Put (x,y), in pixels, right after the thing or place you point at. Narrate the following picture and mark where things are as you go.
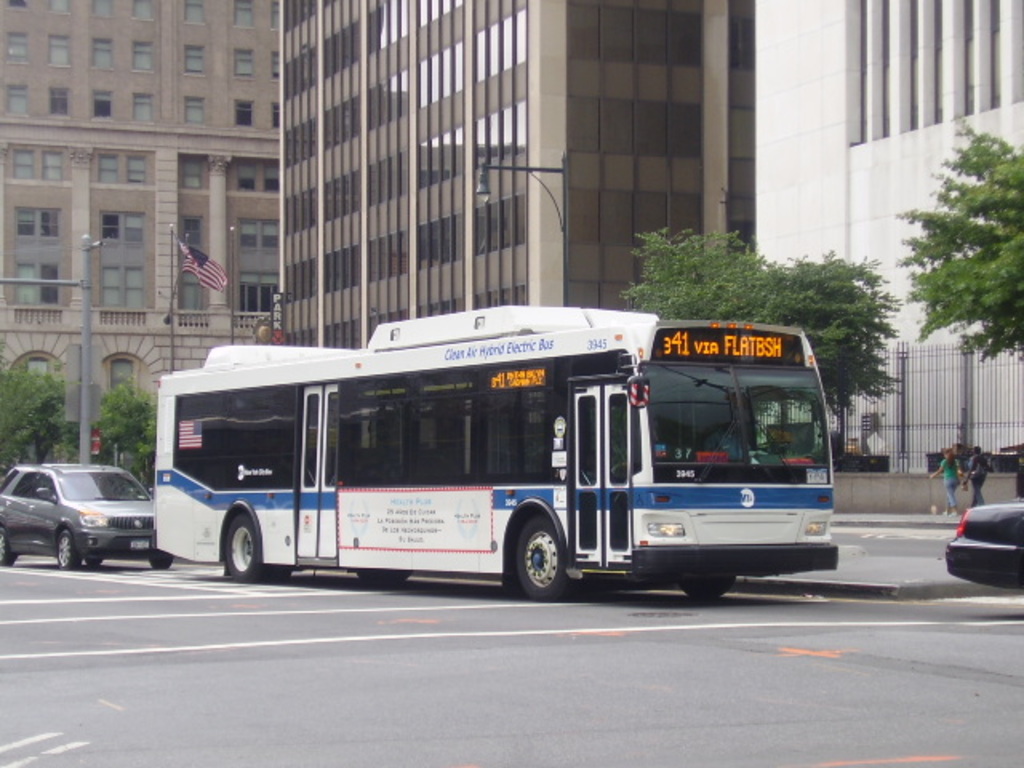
In the middle of the image (604,344) there are some vehicles (707,531) on the road (89,613). Behind the vehicles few people (952,453) are walking and there is fencing (964,424) and there are some trees (1004,336) and poles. At the top of the image (384,195) there are some buildings (120,81).
